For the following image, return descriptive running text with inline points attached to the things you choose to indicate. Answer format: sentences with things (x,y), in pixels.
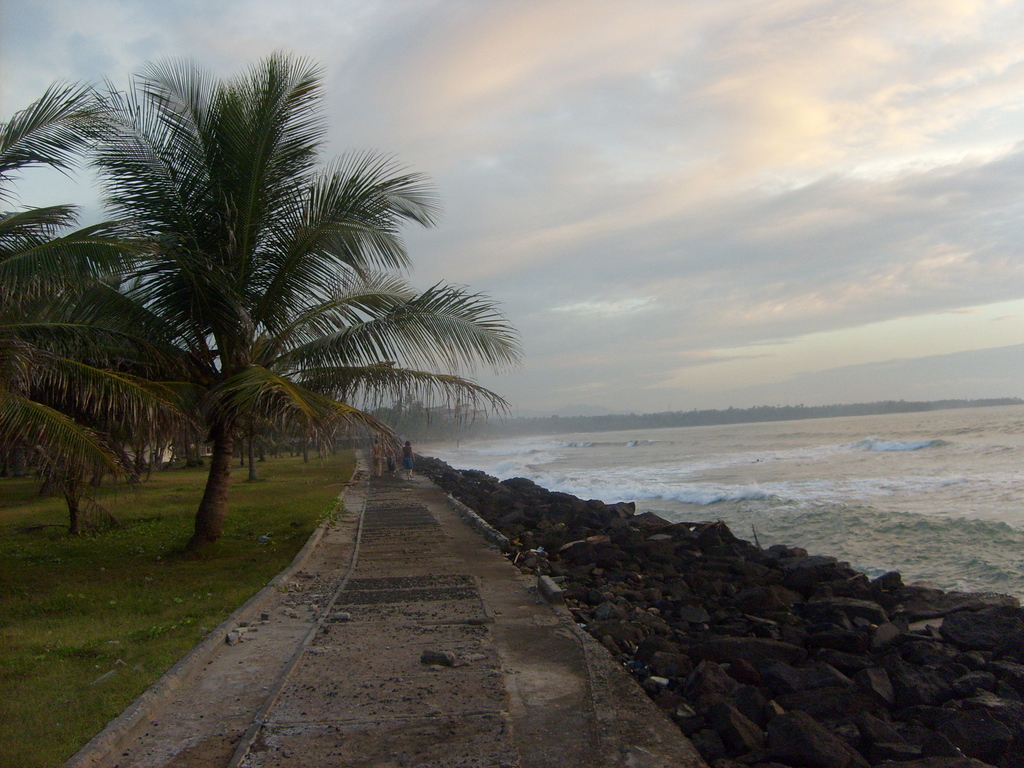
In this image we can see walkway (384,637) on which there are some persons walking there are some ocean rocks (685,580), water (736,459) on the right side of the image (769,552) and on left side of the image (111,484) there are some trees (186,433) and top of the image (751,219) there is cloudy sky (768,189).
